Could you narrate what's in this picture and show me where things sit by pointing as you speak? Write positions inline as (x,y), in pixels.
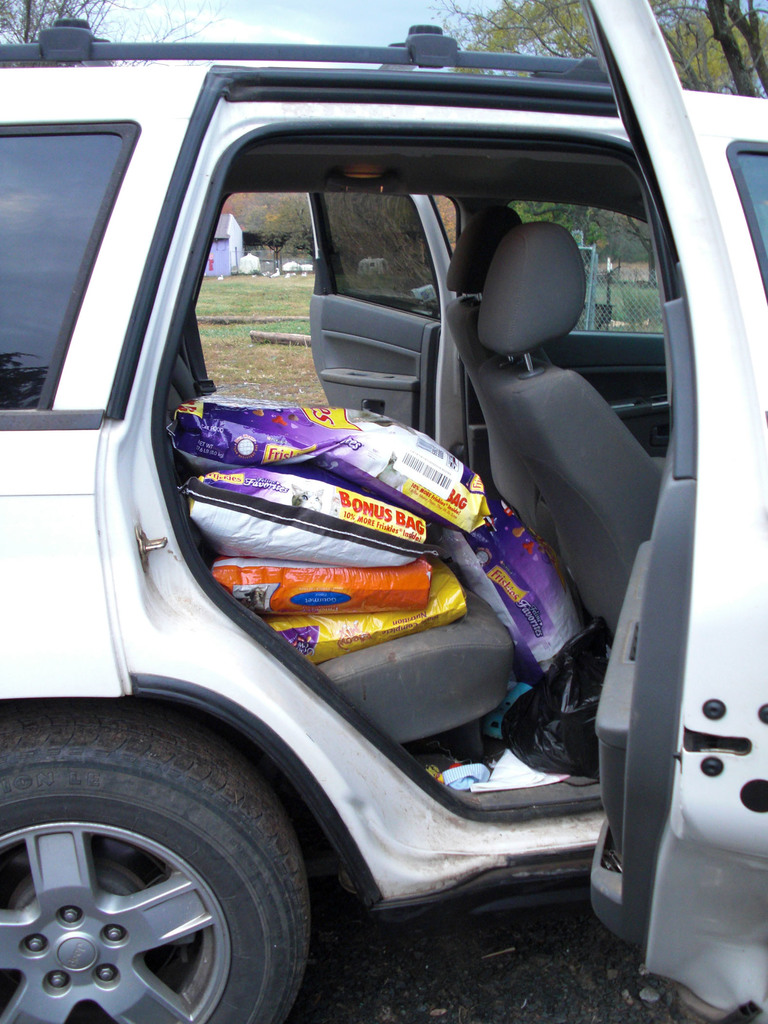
We can see bags (360,607) and cover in a car (533,504). In the background (272,389) we can see grass (215,303), house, fence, trees (249,205) and sky (331,1).
